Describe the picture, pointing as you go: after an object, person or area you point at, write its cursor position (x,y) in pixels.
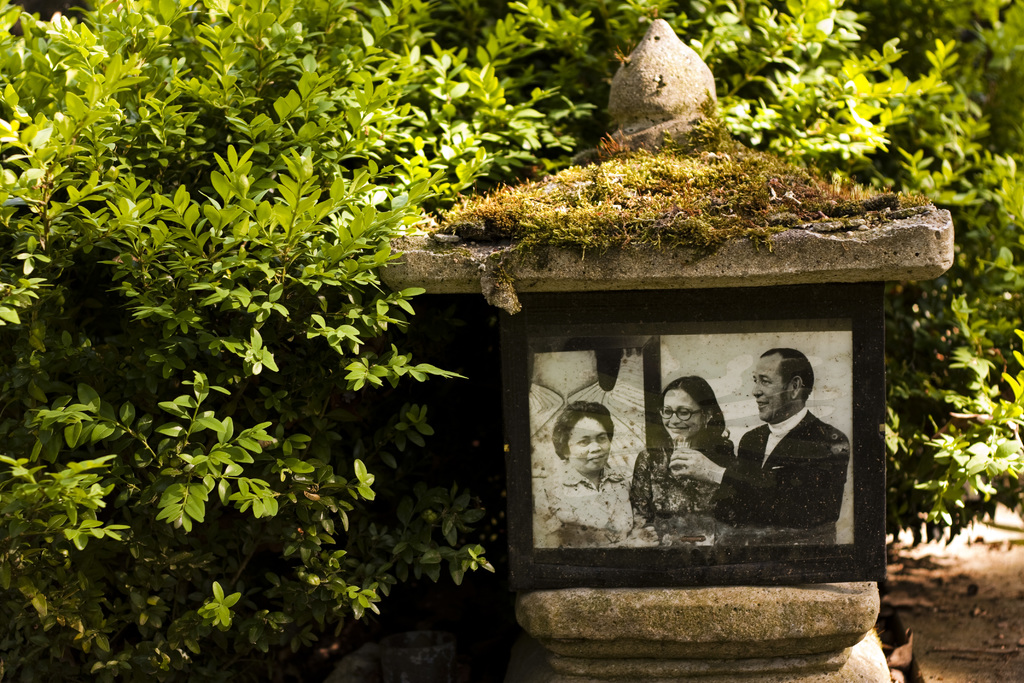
In this image I can see the frame (756,334). In the frame (695,465) I can see three persons (655,475), background (165,233) I can see few plants (248,100) in green color.
